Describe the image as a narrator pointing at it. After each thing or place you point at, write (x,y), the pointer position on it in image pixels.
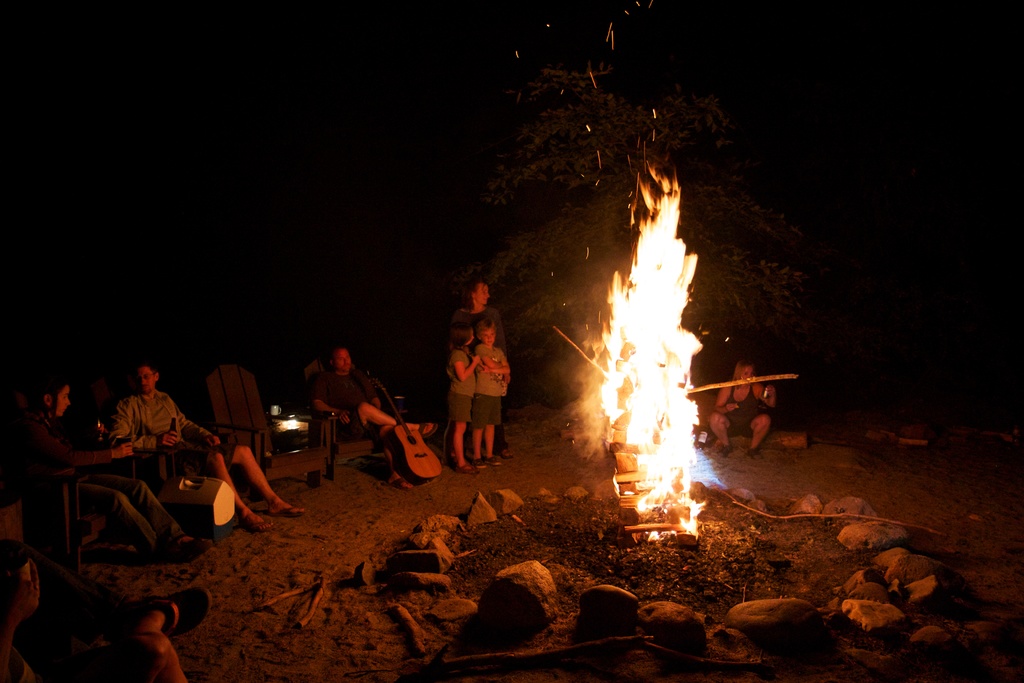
In the middle (665,388) there is a fire camp (632,400). There are many people (85,573) around the fire camp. In the middle (343,388), man (345,394) is sitting in the chair (332,438) he is holding a guitar (405,434). In the middle (493,347) there are three people (486,357) standing. To the right (754,416) there is a woman (746,415) sitting by the log (772,441). In the middle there are many stones (780,606). To the left (63,466) there is a woman (118,502) sitting on the chair (66,486). To the left (174,413) there is a man (218,466) sitting on the chair (161,451) wearing shirt (171,418) and sandals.
